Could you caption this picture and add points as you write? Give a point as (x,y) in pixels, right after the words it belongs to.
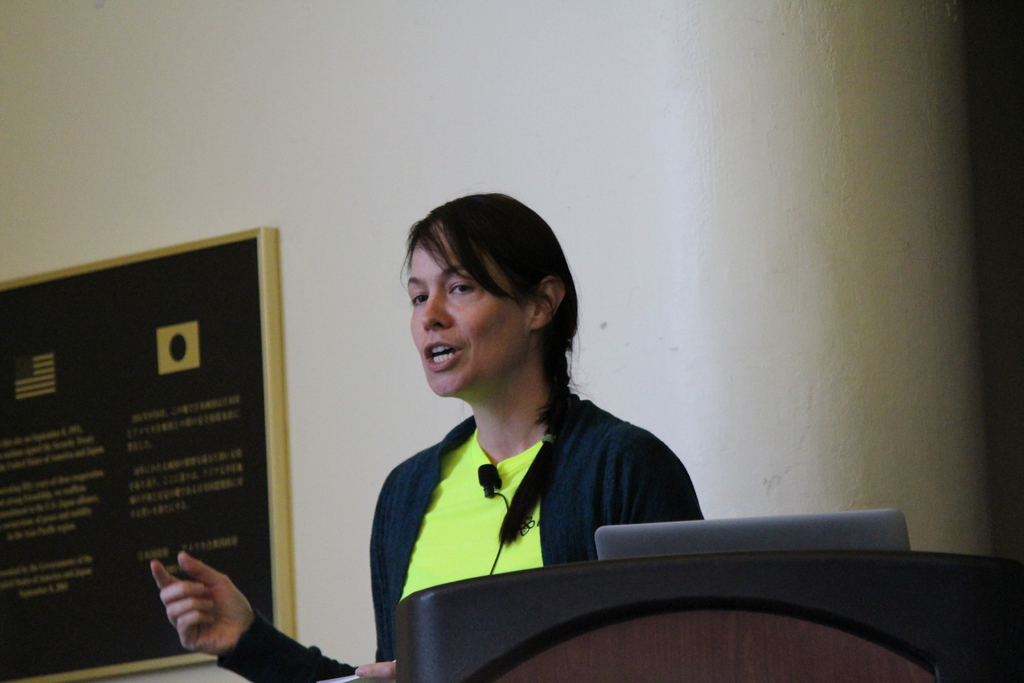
In the middle of this image (540,412), there is a woman (433,310) in light green color t-shirt (473,529), speaking. In front of her, there is a stand (651,605). In the background (280,349), there is a board (173,315) attached to the white wall (372,21).
